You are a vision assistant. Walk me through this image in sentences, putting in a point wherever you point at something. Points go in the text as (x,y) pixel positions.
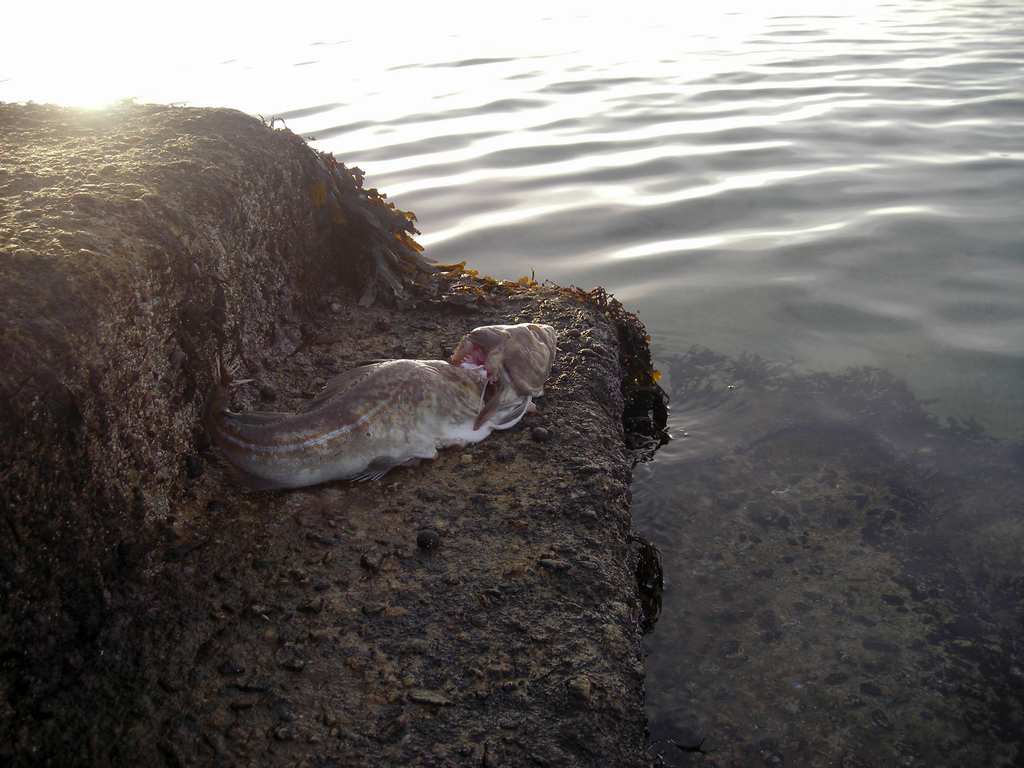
In the image we can see a fish (343,403) out of the water (753,311), this is a stone (618,572) and water (784,284).
